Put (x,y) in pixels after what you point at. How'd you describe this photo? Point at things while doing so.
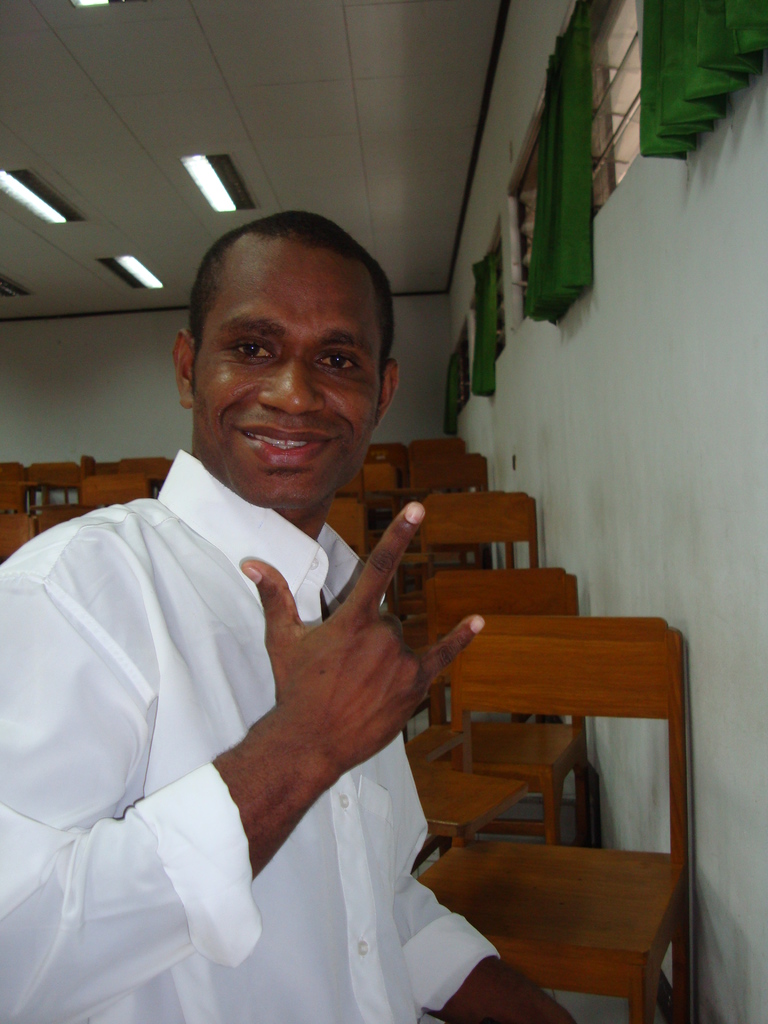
In the foreground of the picture (239,584) there is a person (257,658) in white shirt (195,627). The picture is taken in a room (449,415), in the room (434,505) there are chairs (110,469), lights (41,188), green curtains (735,58) and windows (515,240) and wall (424,355) painted white.
